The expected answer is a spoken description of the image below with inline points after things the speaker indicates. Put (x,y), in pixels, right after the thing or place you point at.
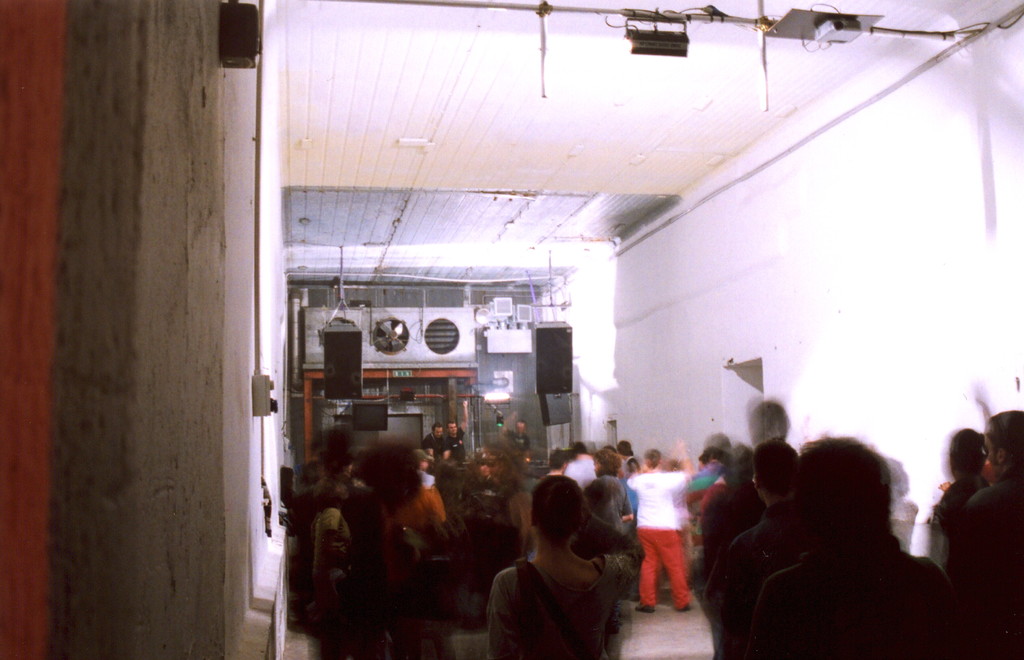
The picture is taken inside a room (704,554). In the center of the picture (508,440) there are people (566,472) dancing. On the left (155,269) there are speaker (227,35), pipe (258,88) and wall (224,294). On the right (894,289) there is a wall (845,275) painted white. At the top (767,36) there are lights (673,34), projector (826,24) and iron frame (541,35). In the background (527,308) there are speakers (330,352), fan (384,336) and other objects (558,436).
